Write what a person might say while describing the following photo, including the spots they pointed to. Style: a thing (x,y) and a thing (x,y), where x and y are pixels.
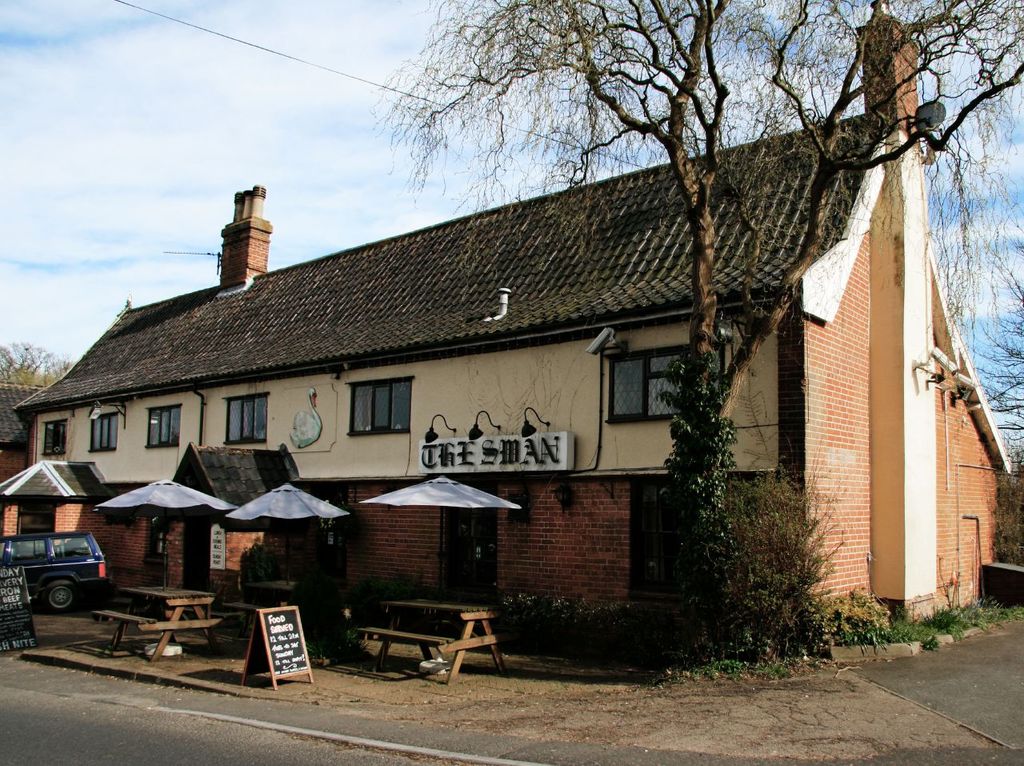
Sky (200,64) is cloudy. This is a building (624,365) with window (654,494) and roof top (439,302). In-front of this building (520,323) there are umbrellas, vehicle (93,562), bench (176,630), table (162,629), plants (612,642) and bare tree (674,63).
